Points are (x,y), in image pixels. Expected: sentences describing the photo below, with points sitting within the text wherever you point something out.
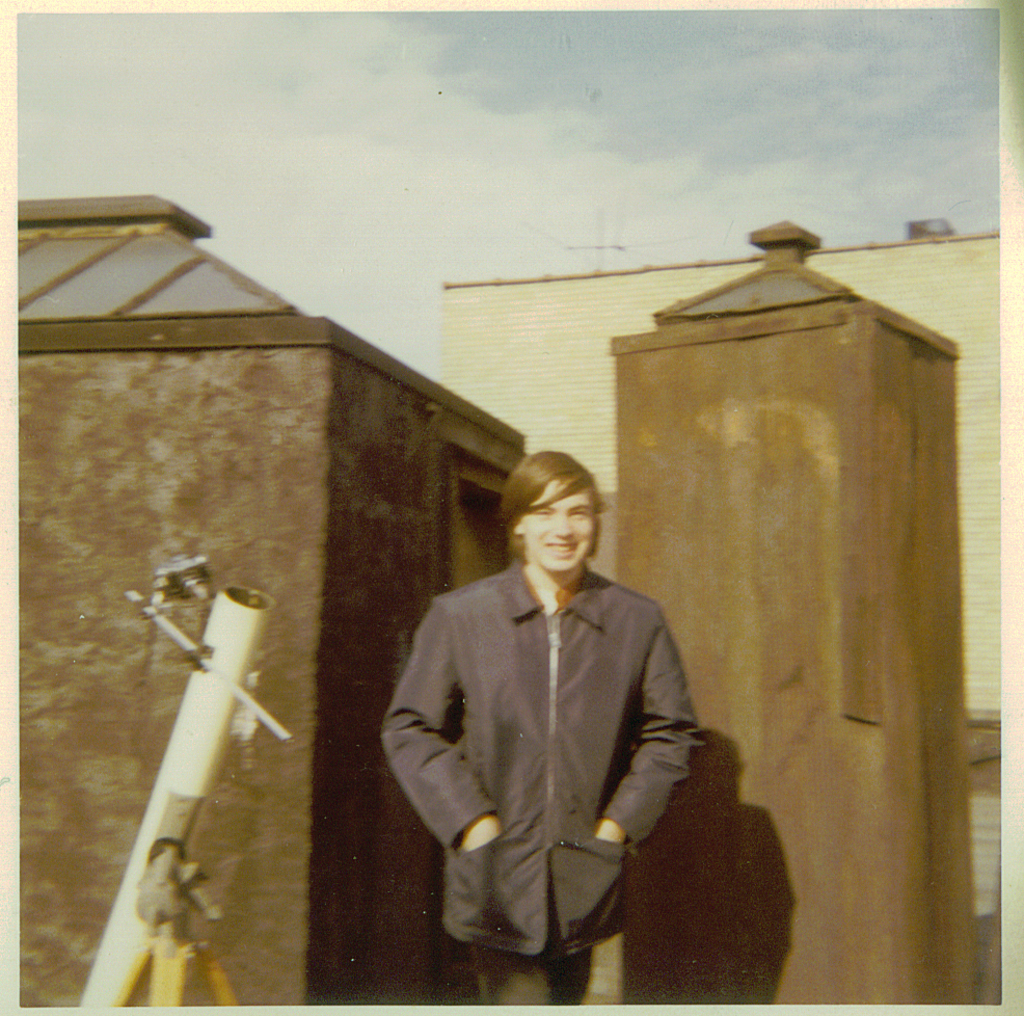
In this image there is a person (530,689) standing on top of a building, in front of him there is a telescope (181,726), behind him there are buildings (627,321).
